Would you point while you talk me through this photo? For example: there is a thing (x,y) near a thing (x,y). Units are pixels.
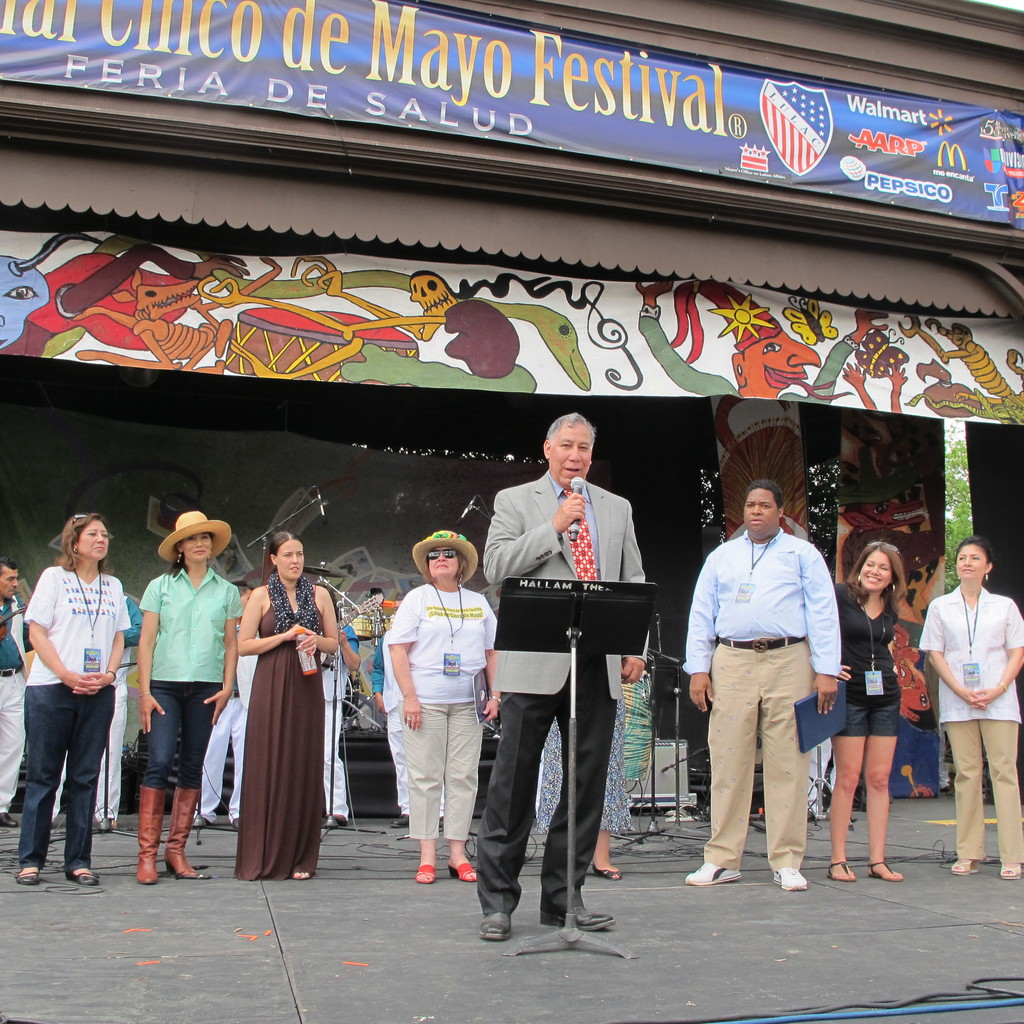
In this picture we can see a man (533,494) holding a mic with his hand (560,517) and in front of him we can see a stand (551,628), cables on the floor (506,982) and at the back of him we can see a group of people (699,608) standing, banners (234,360), mic stands (481,514), trees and some objects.
